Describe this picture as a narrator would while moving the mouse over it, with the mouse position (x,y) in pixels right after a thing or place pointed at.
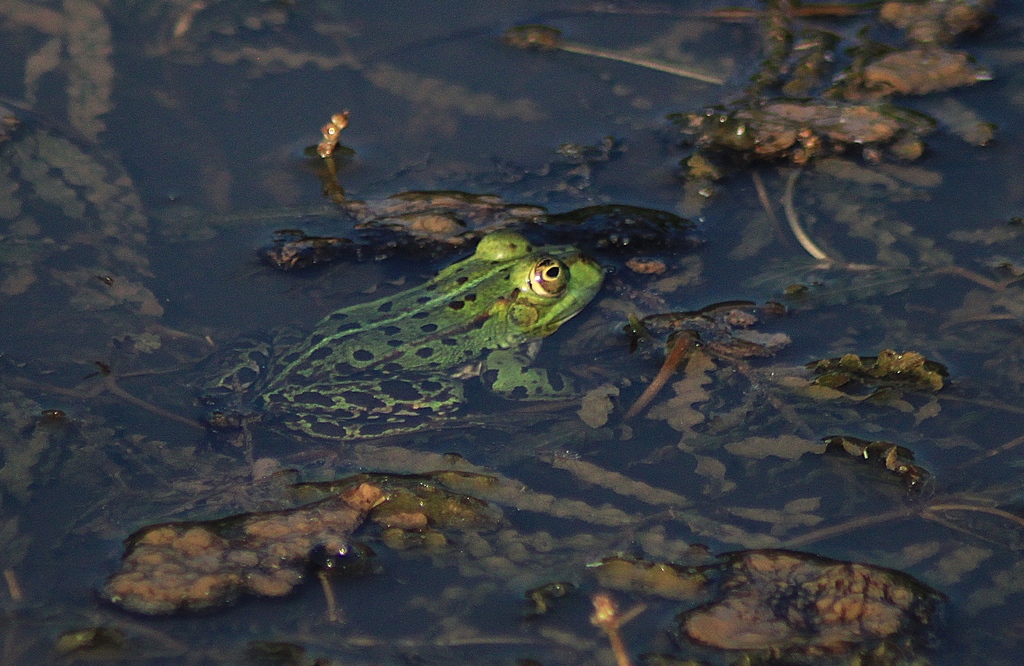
In this image we can see a frog (503,348) in the water (462,412).
